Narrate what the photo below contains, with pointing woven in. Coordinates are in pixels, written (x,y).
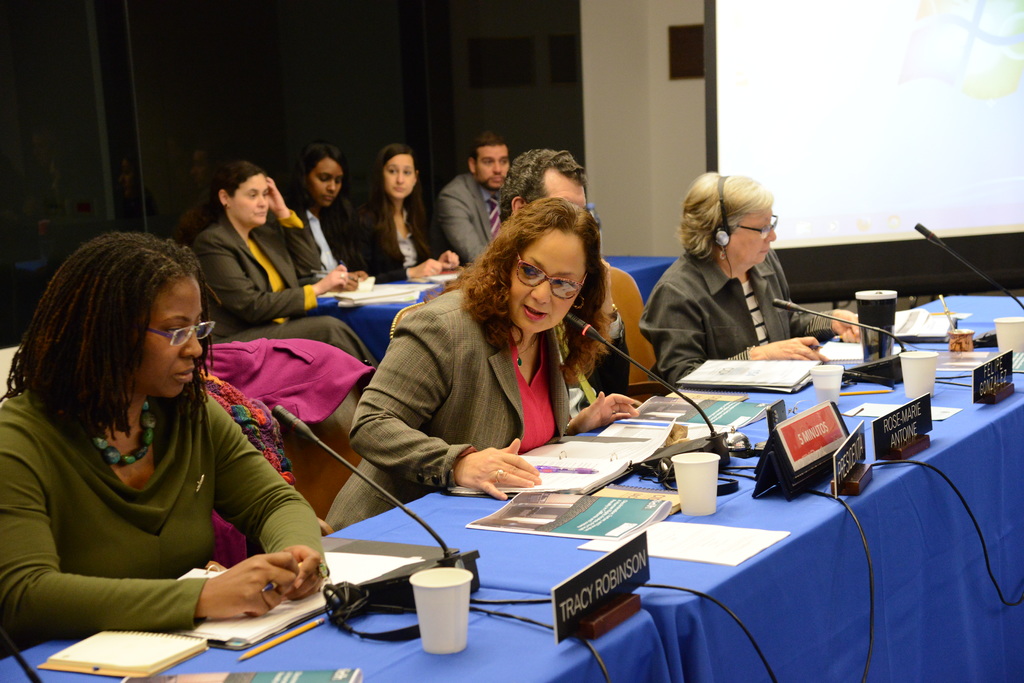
In this image, we can see a group of people (608,416) are sitting. Here we can see few tables (563,647) are covered with blue cloth (780,601). So many things (732,558) and objects (682,485) are placed on it. Background (631,147) there is a wall (634,160), glass (431,99). Here we can see a screen (884,125). In the middle of the image (504,389), we can see a woman (511,372) is talking.
